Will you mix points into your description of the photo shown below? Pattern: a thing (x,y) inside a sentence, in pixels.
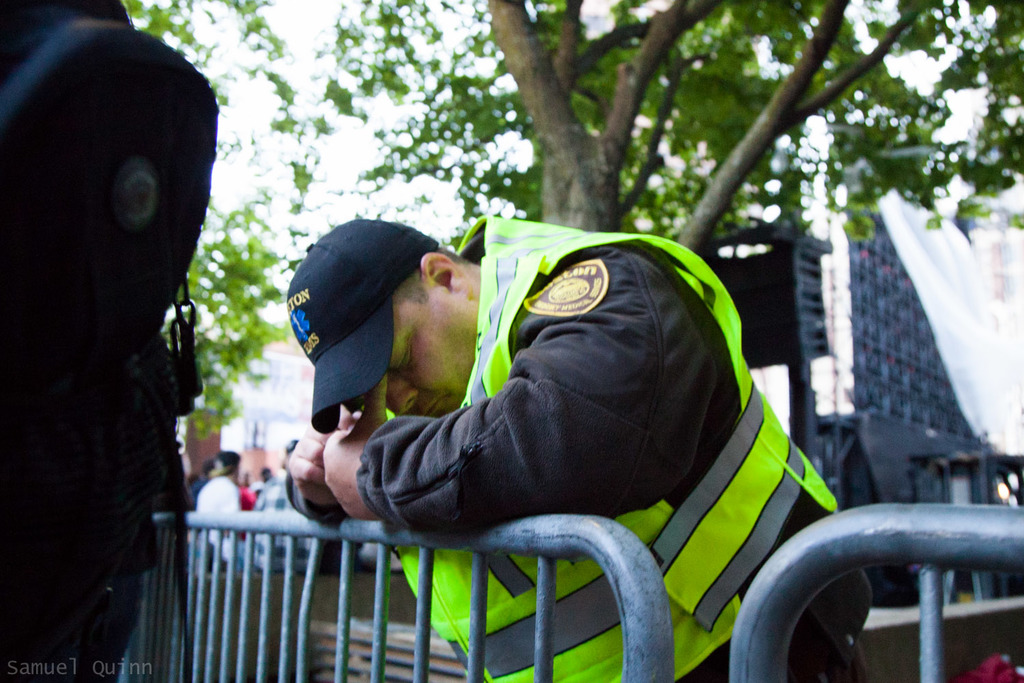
In this image there is a man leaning on a railing (298,516), on the left side (83,284) there is a person (83,386) standing, in the background (342,95) there are trees (610,52), buildings (852,459) and people (241,494), on the bottom left (102,673) there is text (90,669).
